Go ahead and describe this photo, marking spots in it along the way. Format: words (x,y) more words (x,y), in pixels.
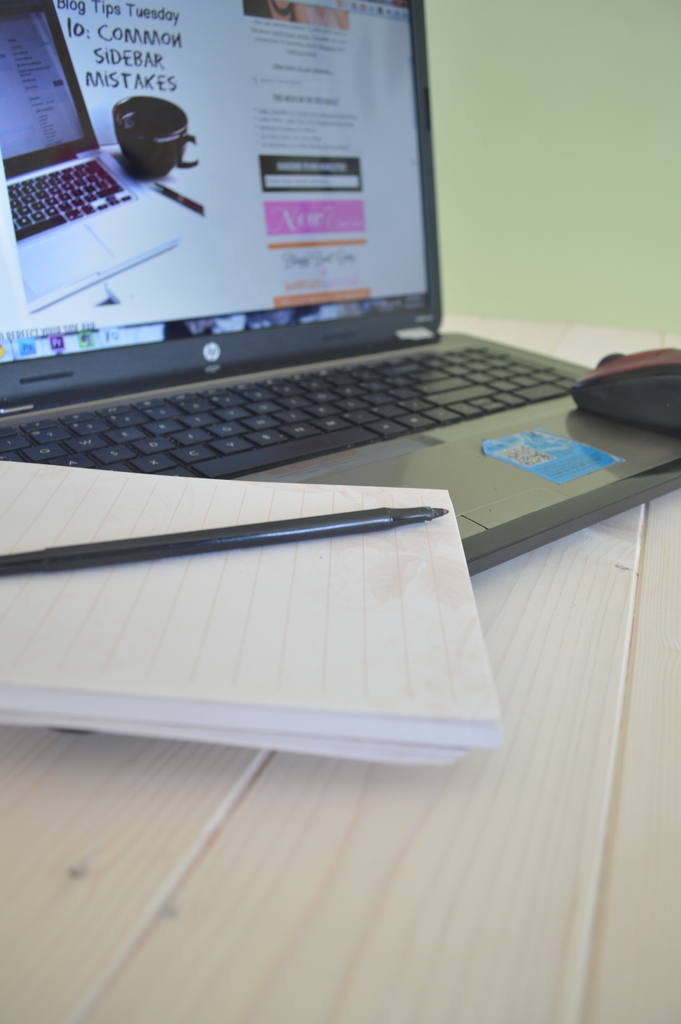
In this image there is a table (339,905) on which a laptop (221,143), book (339,582), pen (190,538) and a mouse (601,403) are placed. In the background (571,128) there is a wall (523,254).
